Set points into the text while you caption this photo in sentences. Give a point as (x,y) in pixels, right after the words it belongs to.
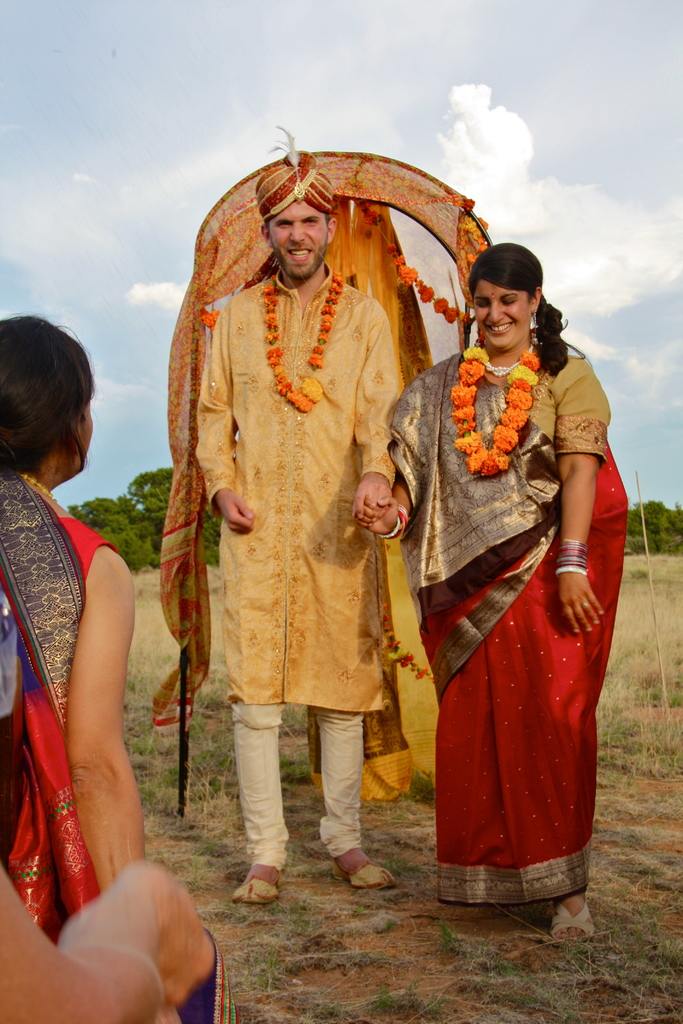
This image is taken outdoors. At the top of the image (95,154) there is the sky (108,171) with clouds (489,154). In the background (654,527) there are a few trees (159,527) and plants (667,523) on the ground (618,639). At the bottom of the image (258,923) there is a ground (618,876) with grass (641,634) on it. In the middle of the image (357,470) a man (335,437) and a woman (483,590) are standing on the ground (315,874). They are with smiling faces (313,257) and there is a stand (184,785) and there is a cloth (236,233) on the stand (185,776). On the left side of the image (52,778) there is a woman (37,514).
